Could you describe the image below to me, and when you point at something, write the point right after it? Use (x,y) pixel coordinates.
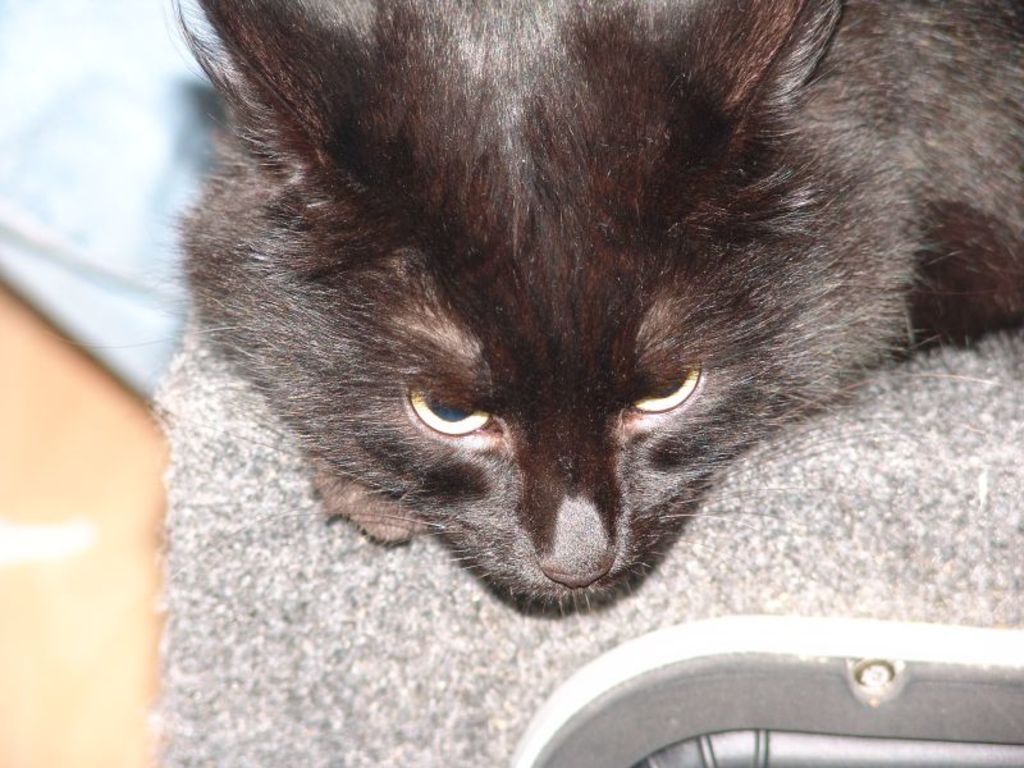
This is the zoom-in picture of a cat (632,342).
